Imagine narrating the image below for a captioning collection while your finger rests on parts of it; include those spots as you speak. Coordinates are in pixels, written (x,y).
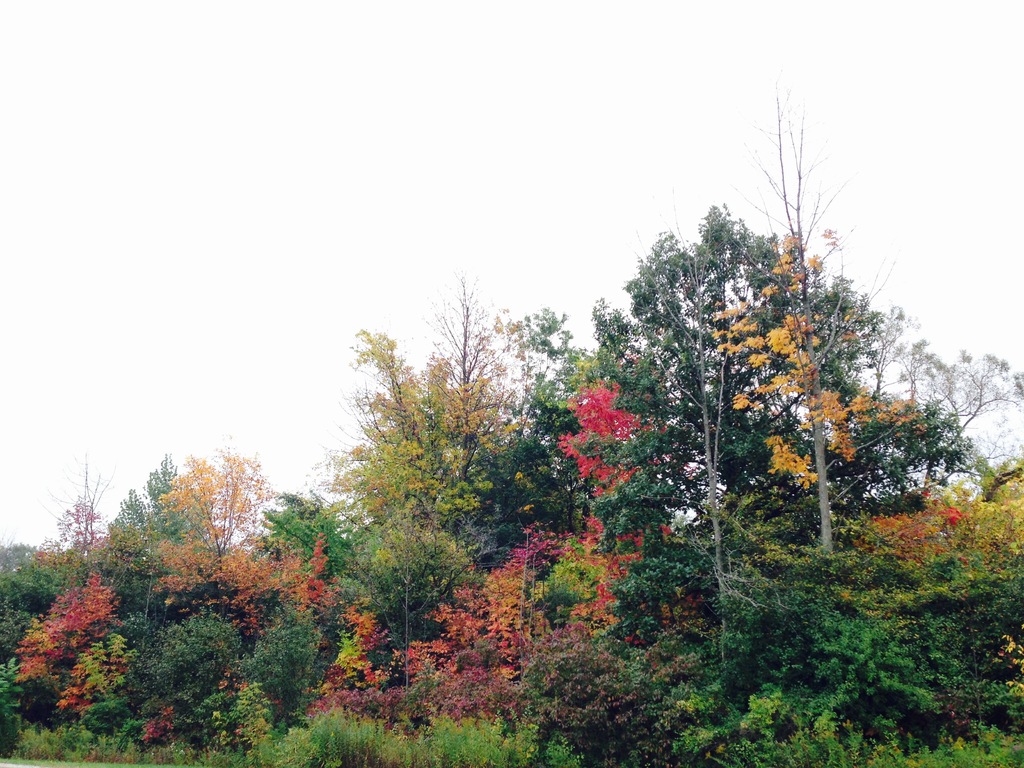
In this image there is the sky (505,149) towards the top of the image (286,179), there are trees (221,614), there are plants (252,722) towards the bottom of the image (560,720).
